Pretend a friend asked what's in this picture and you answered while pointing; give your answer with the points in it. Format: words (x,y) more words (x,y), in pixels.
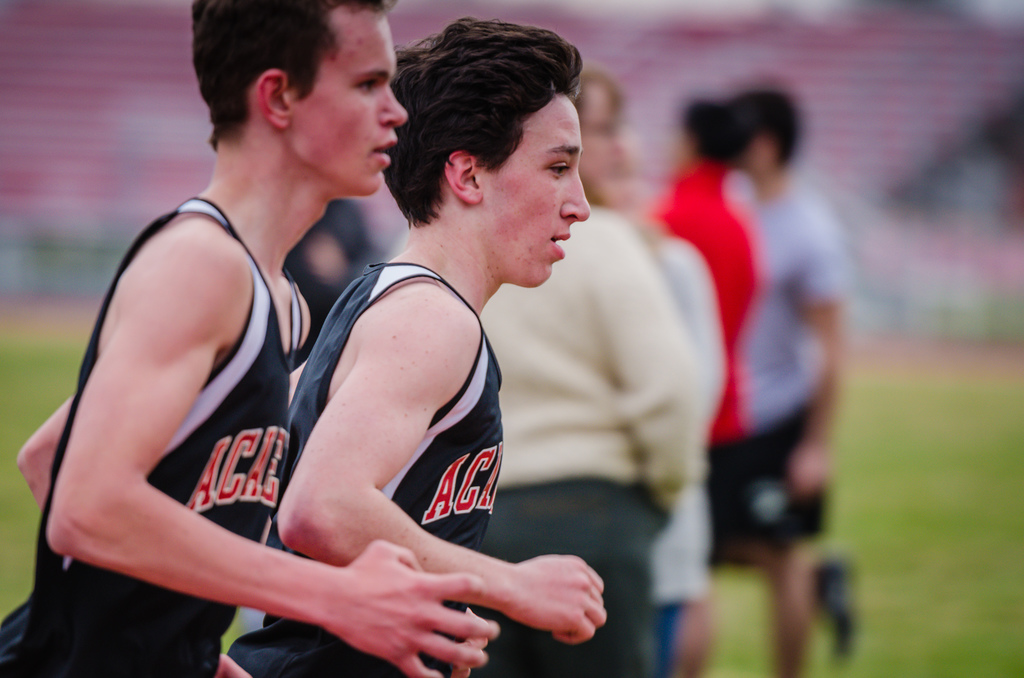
In the center of the image (605,341) a group of people (608,288) are standing. On the left side of the image (259,386) two persons (366,449) are running. In the middle of the image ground (940,515) is there. In the background (934,137) the image is blur.
